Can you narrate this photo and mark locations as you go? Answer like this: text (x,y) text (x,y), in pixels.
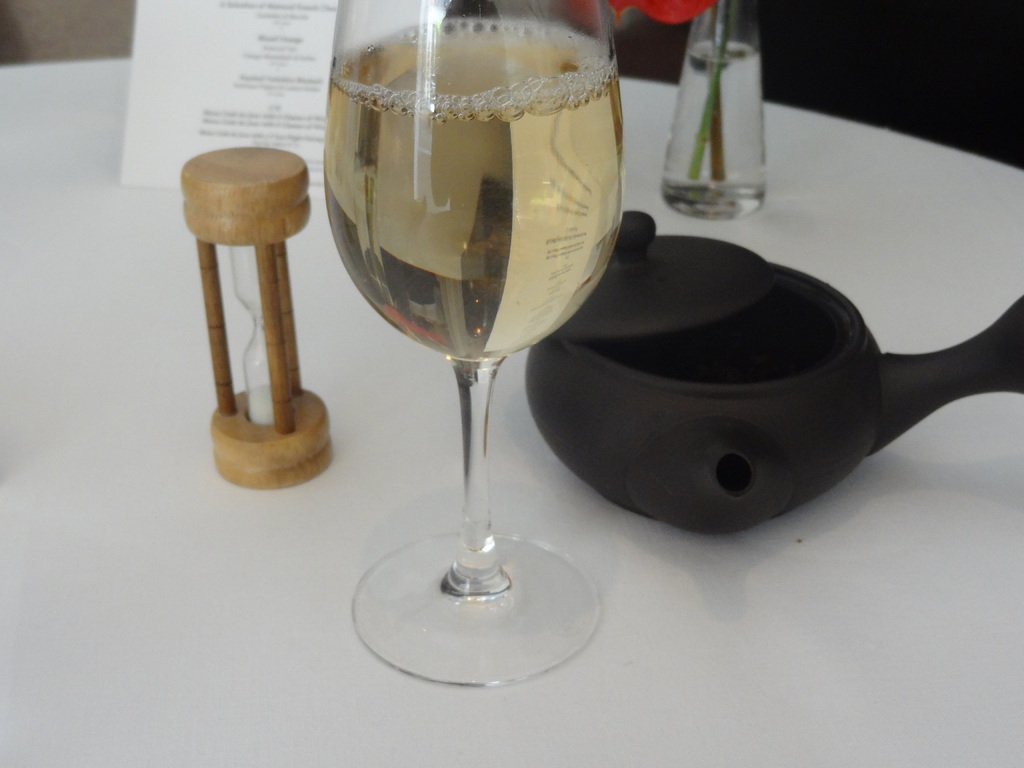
We can see a glass (399,325) with liquid (399,307) in it, tea pot (806,337), flower vase (705,155), card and sand timer (295,182) on a table (665,90).
